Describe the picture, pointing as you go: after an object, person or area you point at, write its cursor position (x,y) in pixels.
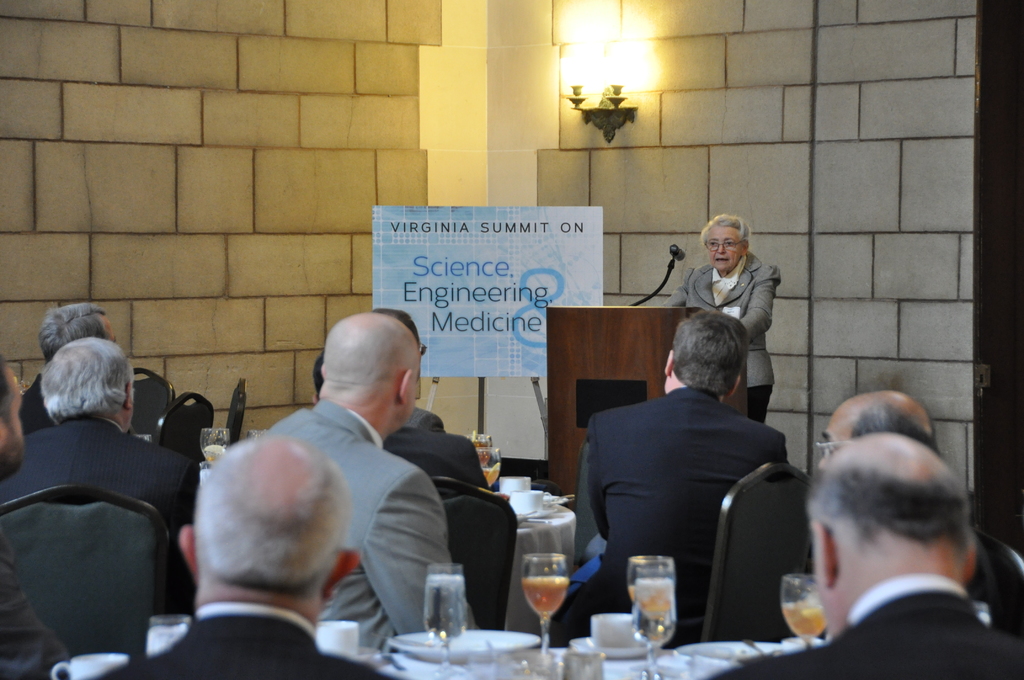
In this image we can see a group of people (426,526) are sitting on a chair (463,559) and listening to a lady (752,276). A lady (741,270) is addressing a group of people (579,599). Drinks (636,586) are placed on the table (497,631).
